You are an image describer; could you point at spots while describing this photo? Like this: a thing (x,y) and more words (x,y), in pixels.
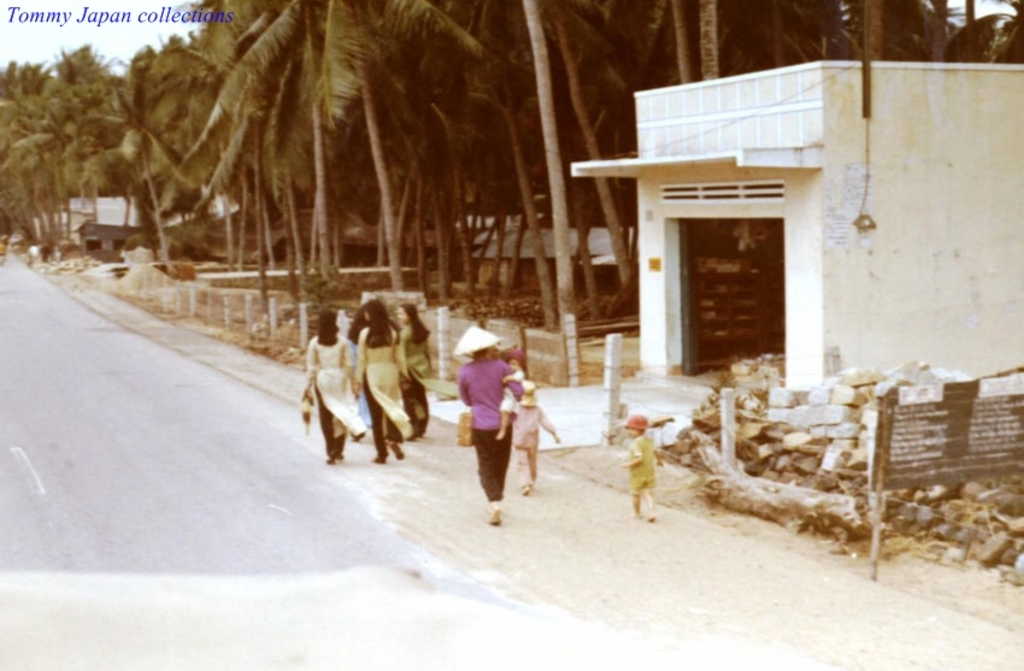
In this image there are a group of people (489,419) walking, and one person (487,406) is holding a baby (517,380), at the bottom (415,579) there is road (768,567). And in the background (360,253) there are some trees (458,44), house (725,256), poles (722,410), rocks (748,429) and board (925,430). On the board (935,437) there is text (906,441) and at the top of the image (30,13) there is text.
